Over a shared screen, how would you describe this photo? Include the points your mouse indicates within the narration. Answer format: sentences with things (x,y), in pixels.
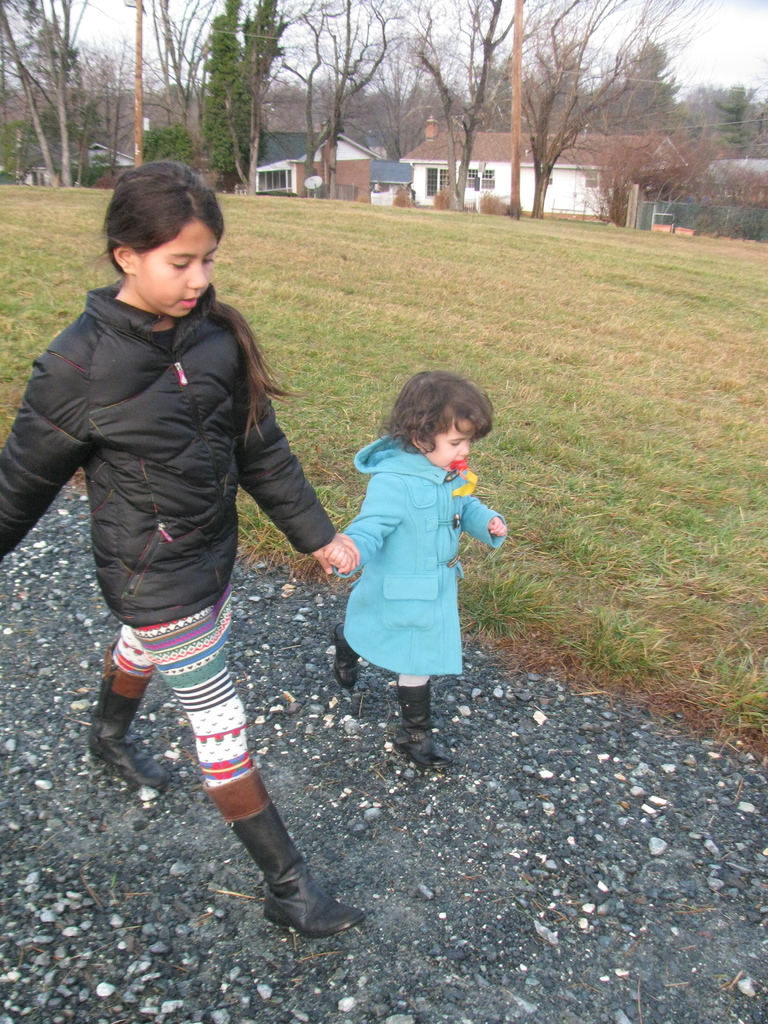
In this picture I can see two girls (203,482) are walking in the middle (319,511), in the background (123,154) I can see few houses (290,172), trees (348,101). At the top (454,12) there is the sky (459,22).
